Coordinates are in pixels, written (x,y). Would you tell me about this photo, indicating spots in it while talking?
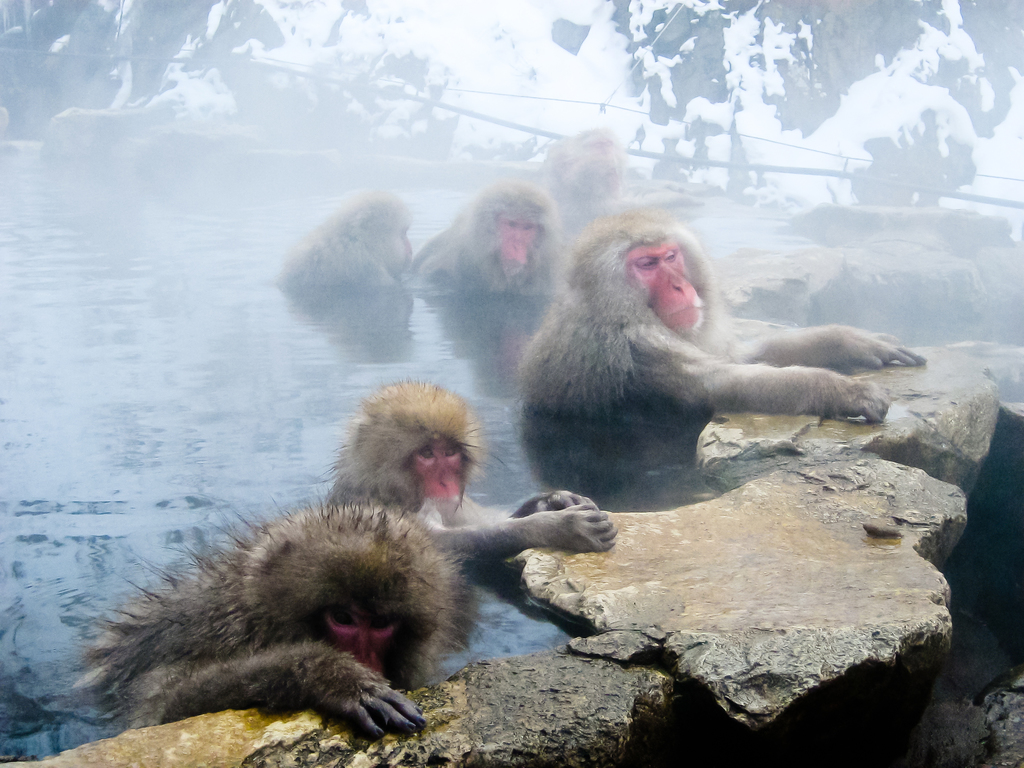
In this image I can see monkeys (400,426) in the water (595,434). Here I can see rocks (850,442).
